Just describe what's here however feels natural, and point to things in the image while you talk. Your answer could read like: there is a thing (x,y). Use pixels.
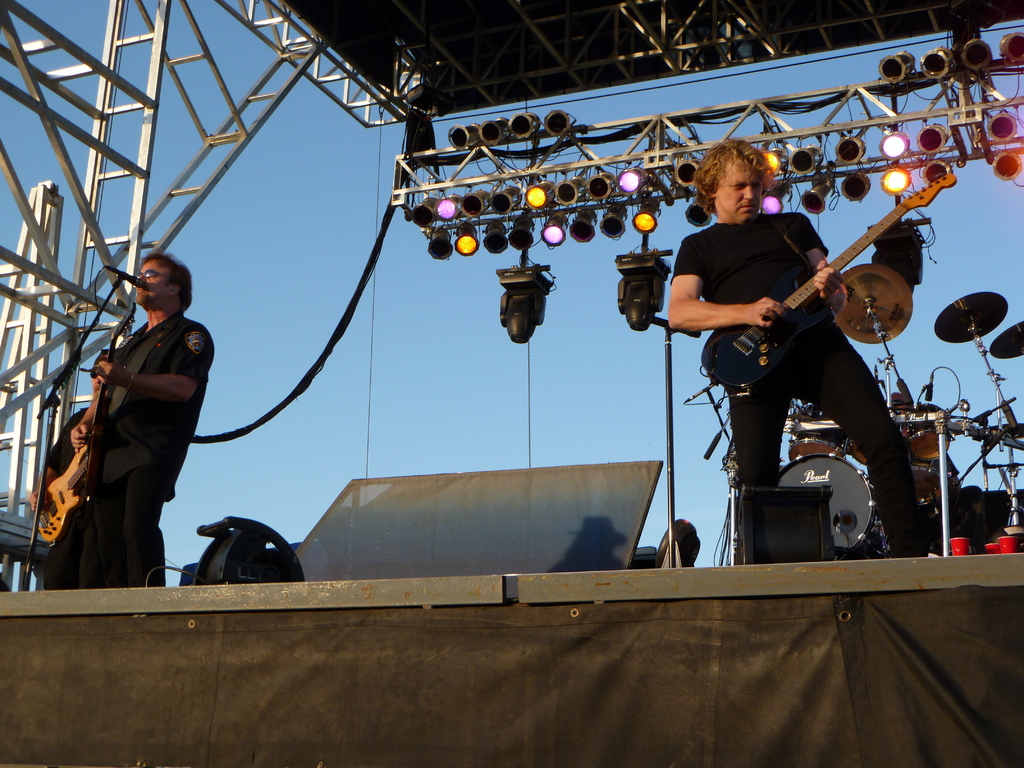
This is a picture taken in the outdoor. This is a stage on the stage (350,586) there are the two persons (128,397) in black dress (120,454) are holding the guitar (778,358) and playing music. Background of this persons (745,421) is a lights (492,223) and music instruments (917,430) and sky (293,296).
